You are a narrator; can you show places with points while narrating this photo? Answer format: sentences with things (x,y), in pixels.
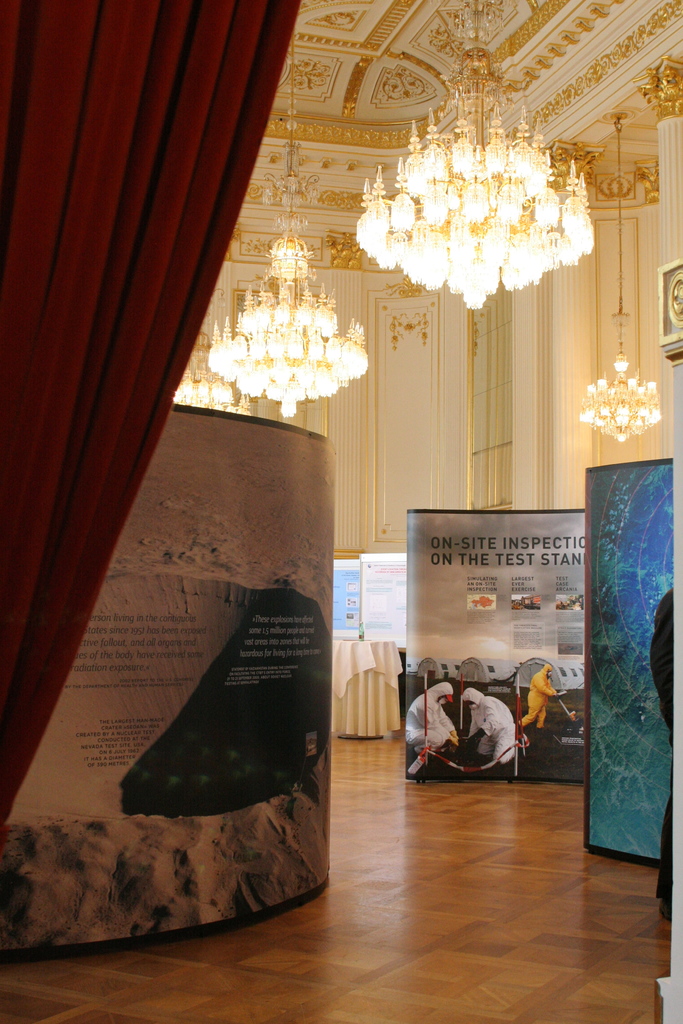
In this picture I can see the boards (231,610) in front (456,687) on which there is something written and I see pictures of persons (465,692) and I see the floor (403,822) and on the left side of this image (95,158) I see the curtain (116,290) which is of red in color. On the top of this image (432,217) I see the lights (441,269).
